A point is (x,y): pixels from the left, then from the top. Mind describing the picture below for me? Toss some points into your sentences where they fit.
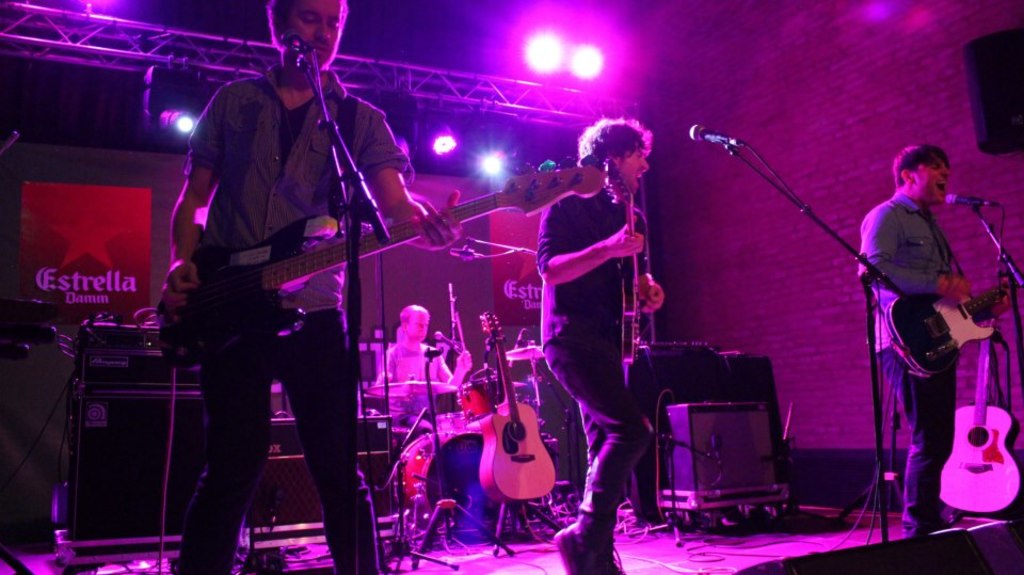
4 people (434,370) are present. at the front (873,257) 3 people (568,246) are playing guitar (912,293) and singing in front of microphones (288,47). at the back (421,341), a person (435,363) is playing drums (457,428). behind, a banner (148,206) is placed on which estrella damm is written.
